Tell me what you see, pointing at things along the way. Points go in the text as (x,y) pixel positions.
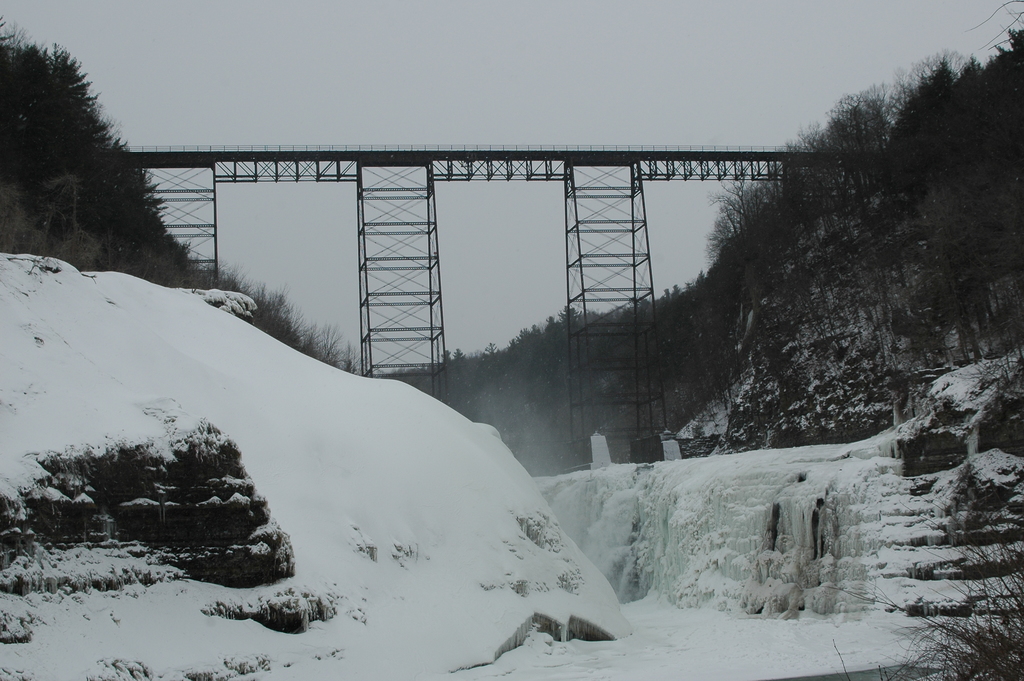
Here we can see snow (388,444) on the ground (444,525) and rocks (80,507). In the background (413,182) we can see a bridge (277,157), poles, trees (736,321), rocks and sky (564,117).
